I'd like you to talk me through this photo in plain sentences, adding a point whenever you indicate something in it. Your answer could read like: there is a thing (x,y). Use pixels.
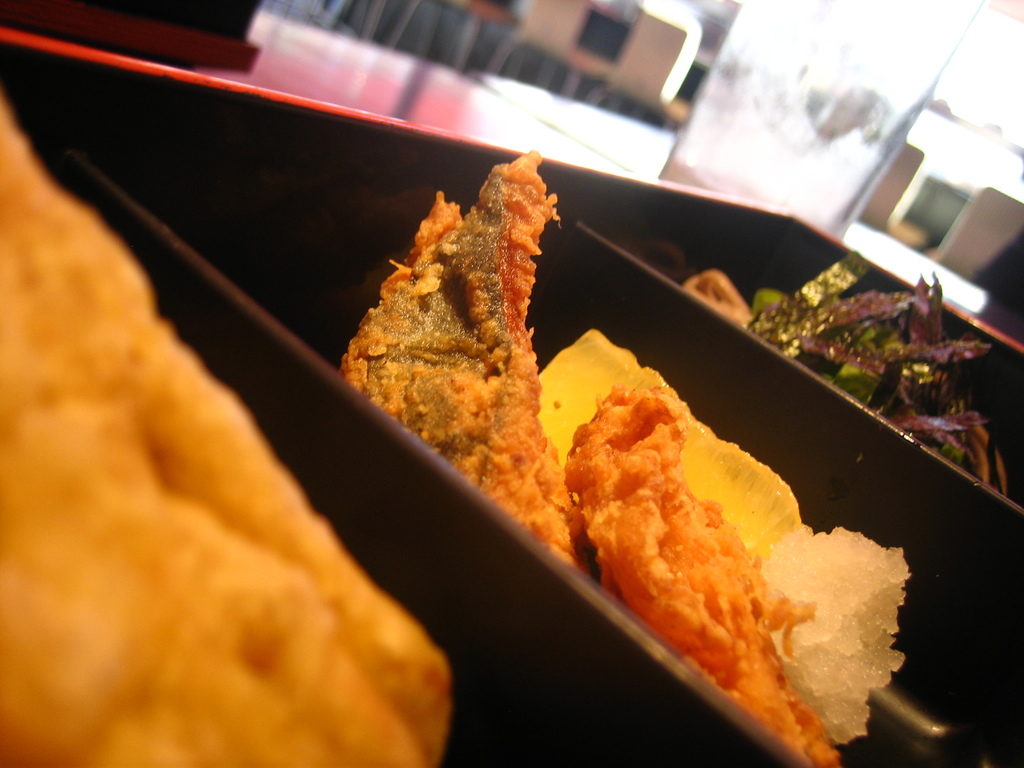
In this image in the foreground (603,232) there are some plates (353,437), in that plates (338,464) there are some food items (282,484) and in the background (398,33) there is a table (391,71), glass (780,126) and some chairs (669,91).
